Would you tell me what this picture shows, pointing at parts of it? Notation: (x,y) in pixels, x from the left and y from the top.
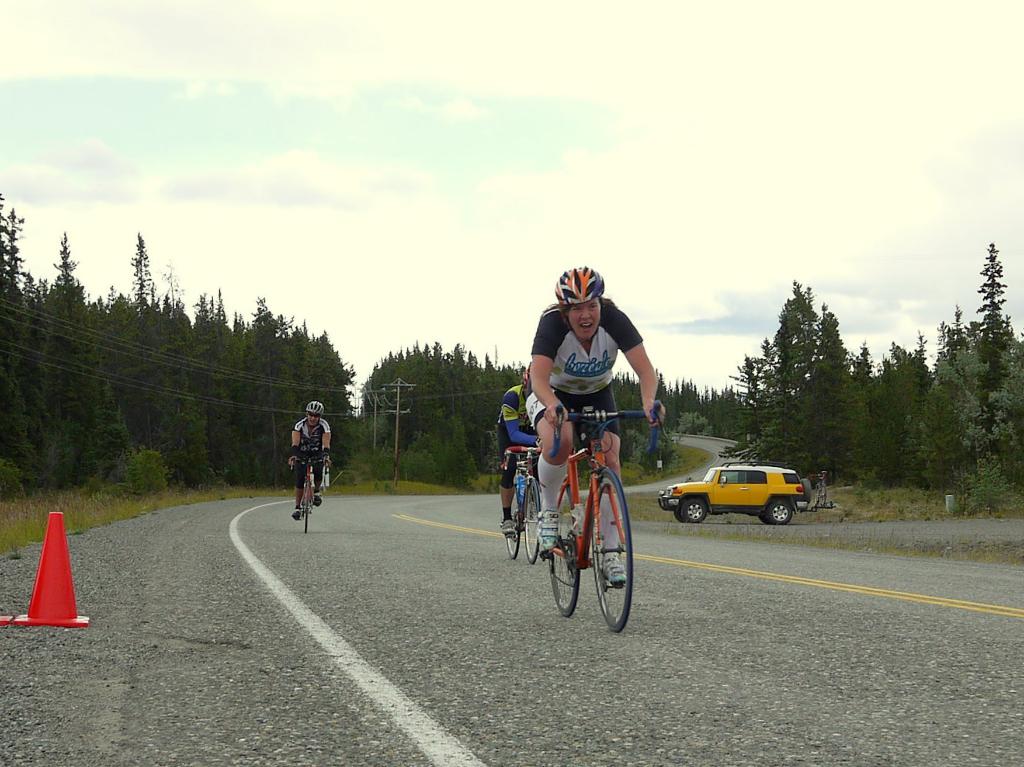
In this image we can see some persons (559,477), bicycles (529,505), a vehicle (741,472) and other objects (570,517). In the background of the image (488,406) there are trees (894,399), poles (373,415), cables (82,364) and other objects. At the top of the image (725,187) there is the sky (672,190). At the bottom of the image (571,689) there is the road (647,667).
